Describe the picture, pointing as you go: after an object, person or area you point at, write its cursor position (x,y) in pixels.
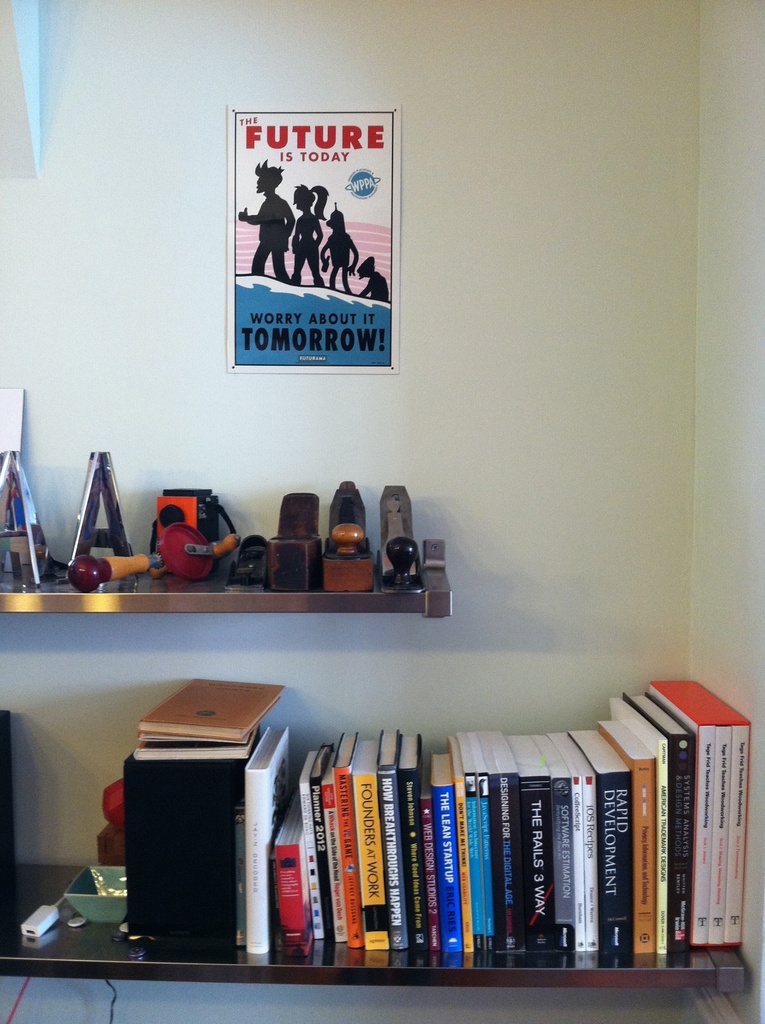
In this image we can see the books (408,825) placed on the rack (734,975) and we can also see some objects (168,530) on the rack (427,549). There is a poster (331,284) attached to the plain wall (329,42).
